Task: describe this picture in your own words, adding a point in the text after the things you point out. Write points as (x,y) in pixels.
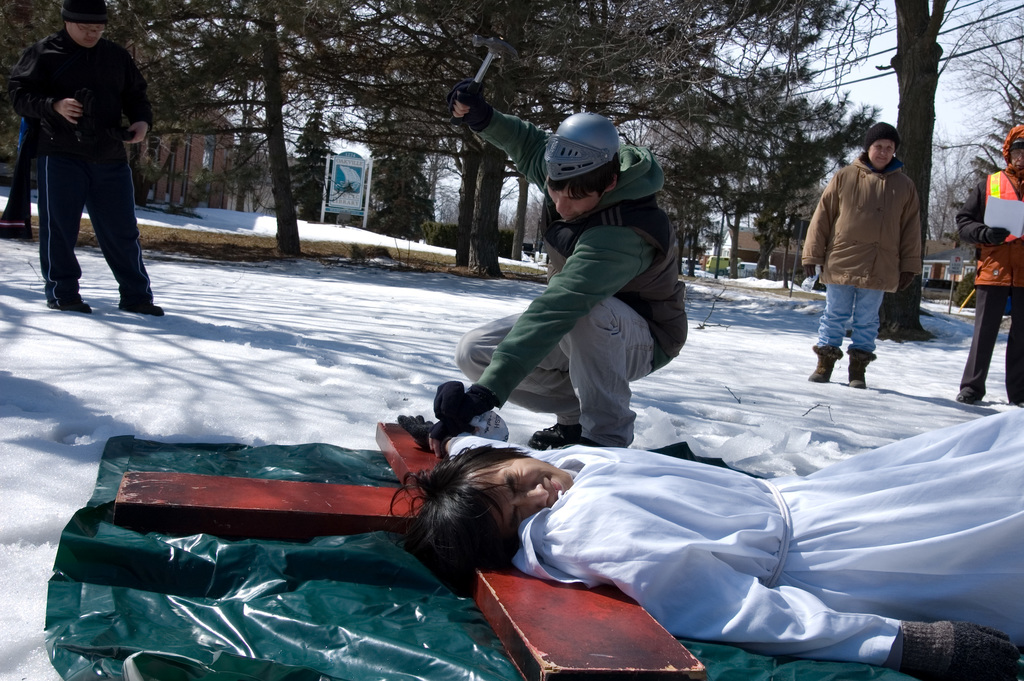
In the foreground of the picture (53,235) we can see people (587,260), snow (243,339), cross (585,651), cloth (248,596), hammer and other objects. In the background (400,153) there are trees (465,171), buildings (174,156), poles (326,186), hoarding (345,179), grass (323,247) and various other objects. At the top (965,44) towards right (884,54) we can see cables (880,50) and sky (842,47).
